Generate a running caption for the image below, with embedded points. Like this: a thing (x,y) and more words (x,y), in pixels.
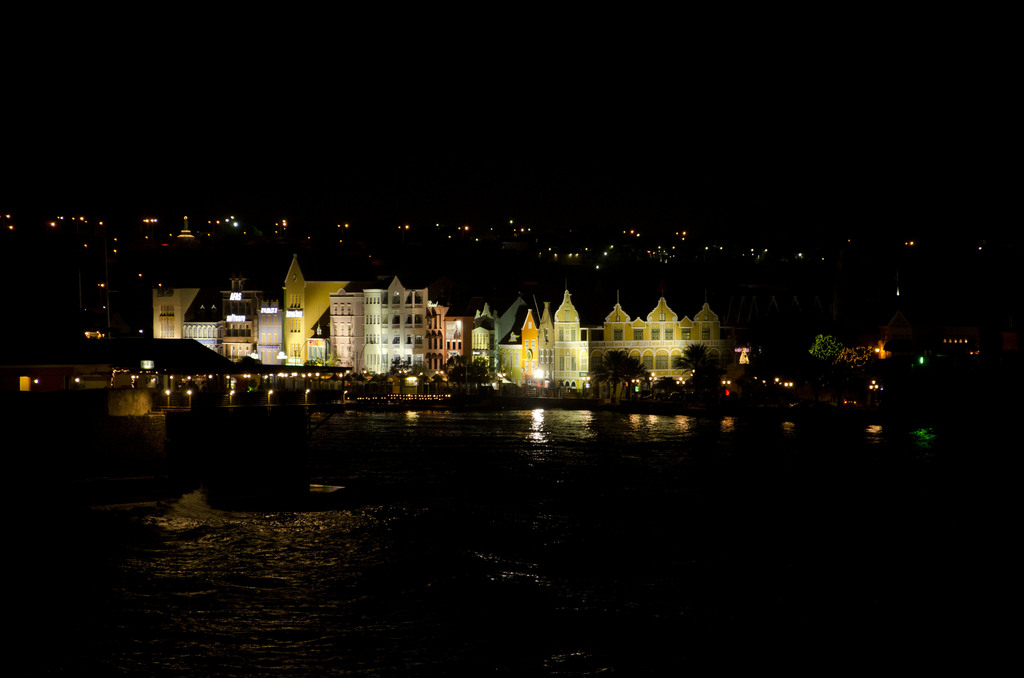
In this picture I can see the buildings (548,349), trees (617,366) and lights (346,223). At the bottom (474,463) I can see the water (550,459). At the top (503,51) I can see the darkness (443,68).
